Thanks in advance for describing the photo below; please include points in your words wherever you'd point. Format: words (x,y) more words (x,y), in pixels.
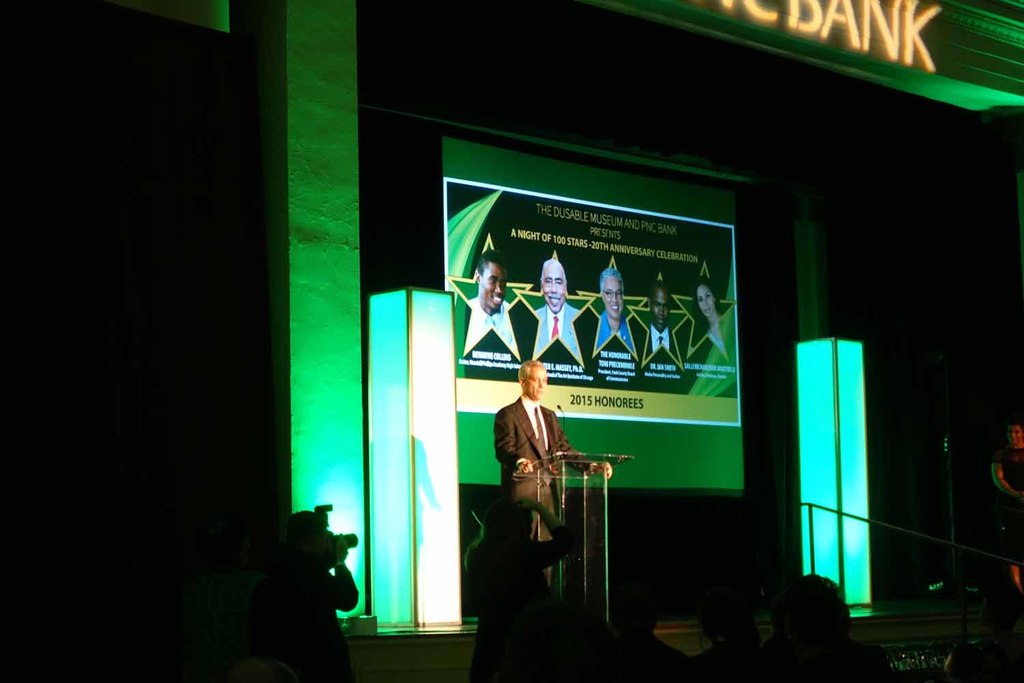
A man (551,430) is standing, this is microphone (560,417), there is screen (647,379) with people (669,329) on it, here there are people (716,623).
